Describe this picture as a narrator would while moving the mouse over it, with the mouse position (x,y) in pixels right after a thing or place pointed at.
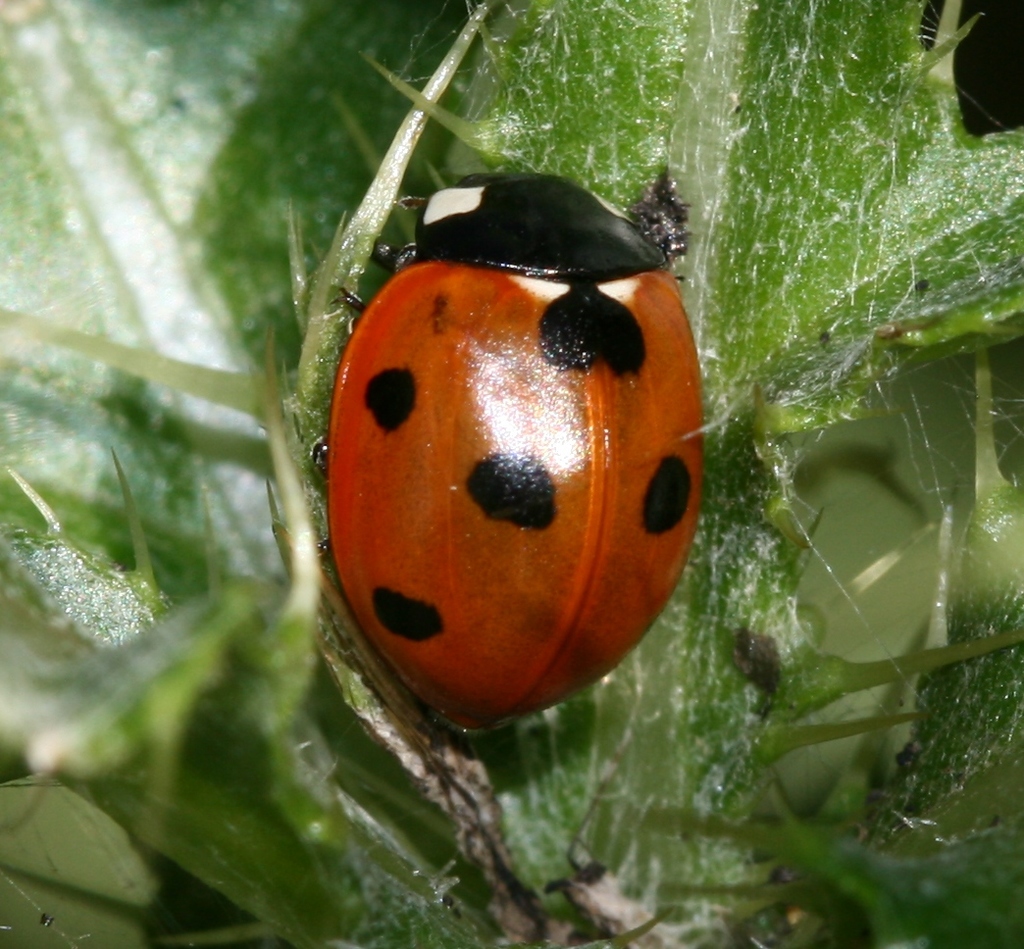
In this image, at the middle (679,330) we can see a Ladybird beetle (659,317) sitting on the green color plant (853,346).
